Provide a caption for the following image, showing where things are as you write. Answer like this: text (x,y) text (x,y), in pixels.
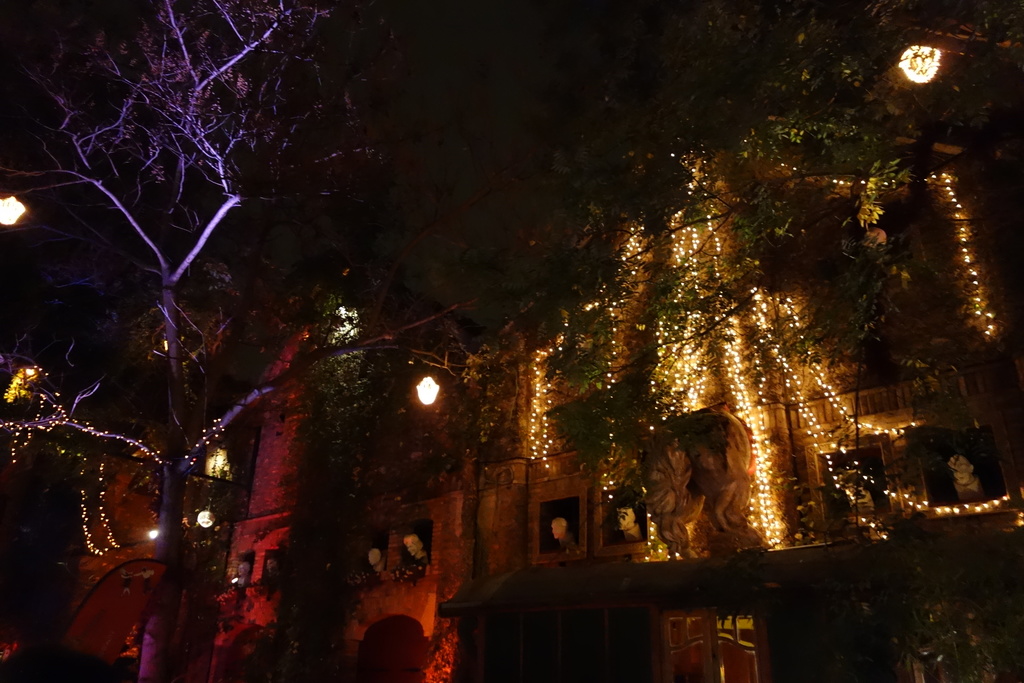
In this picture we can observe some trees (126,215). We can observe yellow color lights (931,61). In the background (447,523) there is a building (540,481) which is decorated with some lights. On the left side (43,420) we can observe a tree (170,443) decorated with lights (108,539).
